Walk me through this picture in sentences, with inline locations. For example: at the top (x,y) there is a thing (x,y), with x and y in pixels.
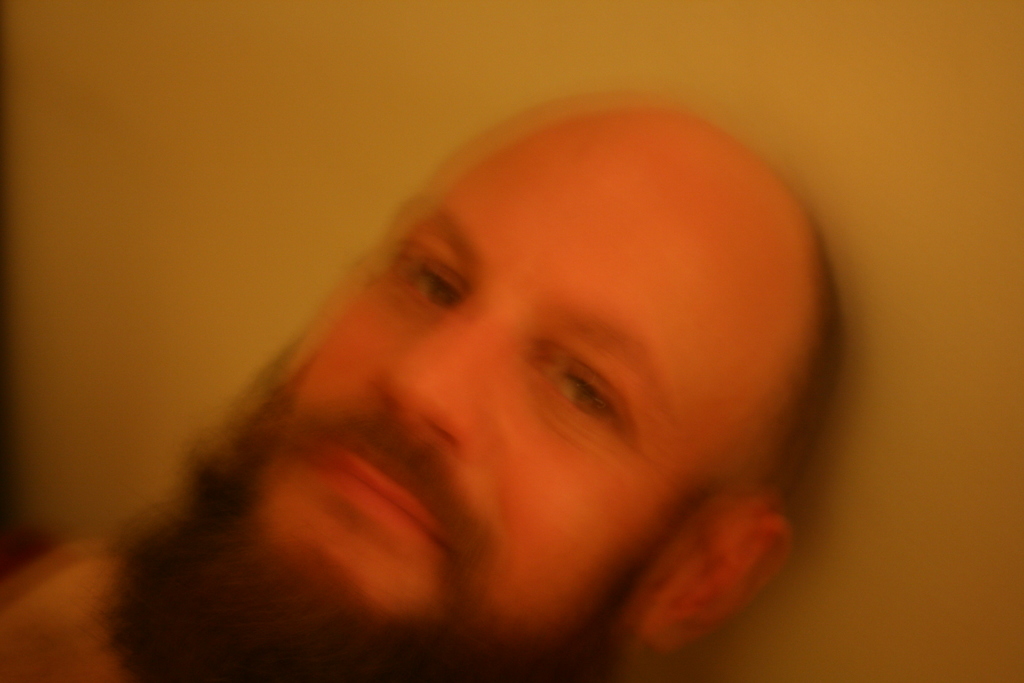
In the picture there is a blur image of a person (434,389), behind the person (393,404) there may be a wall (290,203).
